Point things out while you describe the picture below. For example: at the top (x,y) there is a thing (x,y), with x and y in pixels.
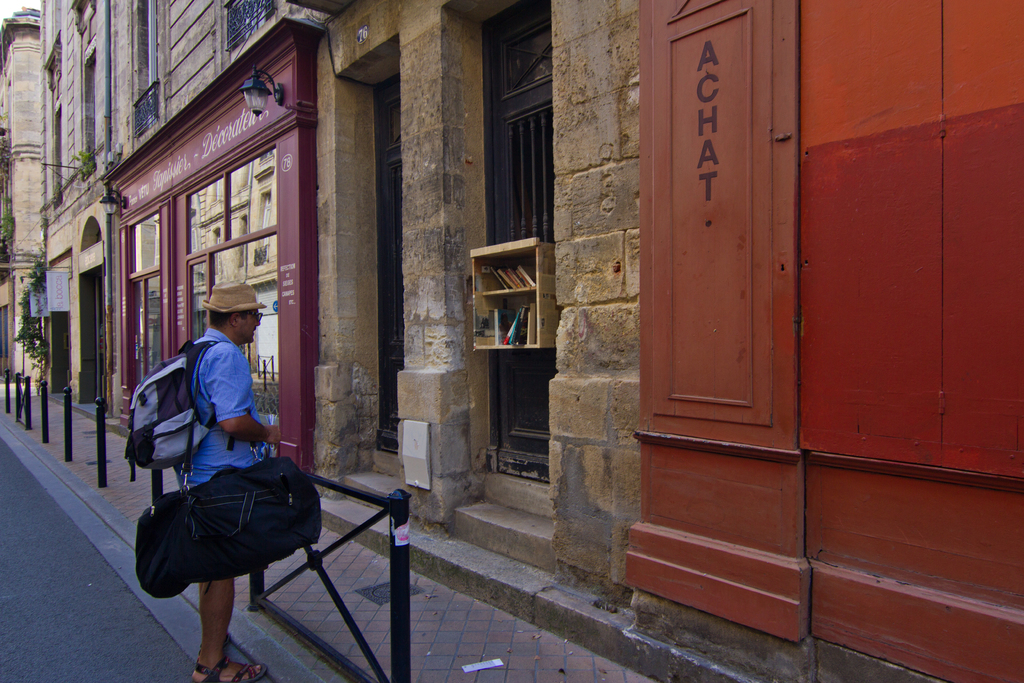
In this picture, we see a man (227,374) in the blue shirt (201,477) is standing and he is wearing a backpack (183,406), black color bag (239,546) and a hat (248,290). In front of him, we see the poles (337,542). Beside him, we see the black color poles (97,424). Beside the poles (65,435), we see the stairs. In the middle (342,340), we see the buildings (498,232). On the right side (835,451), we see a wall (894,348) in brown color. Beside that, we see a small rack (518,290) in which the books (521,276) and a blue color objects (513,320) are placed. There are trees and the white color boards (64,308) on the left side (33,313). At the bottom (106,588), we see the road (126,621).
